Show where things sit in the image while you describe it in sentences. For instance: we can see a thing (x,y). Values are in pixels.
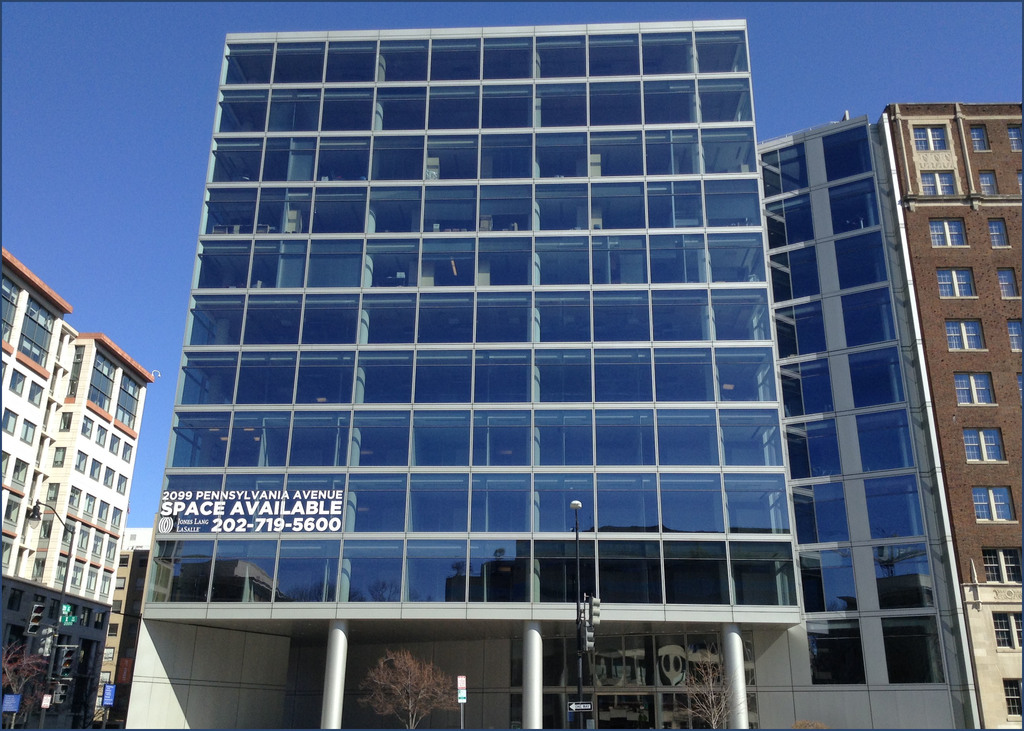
In the image, there are a few buildings (309,378) and one of the building (640,361) is empty and in the background (215,45) there is a sky (215,45).
